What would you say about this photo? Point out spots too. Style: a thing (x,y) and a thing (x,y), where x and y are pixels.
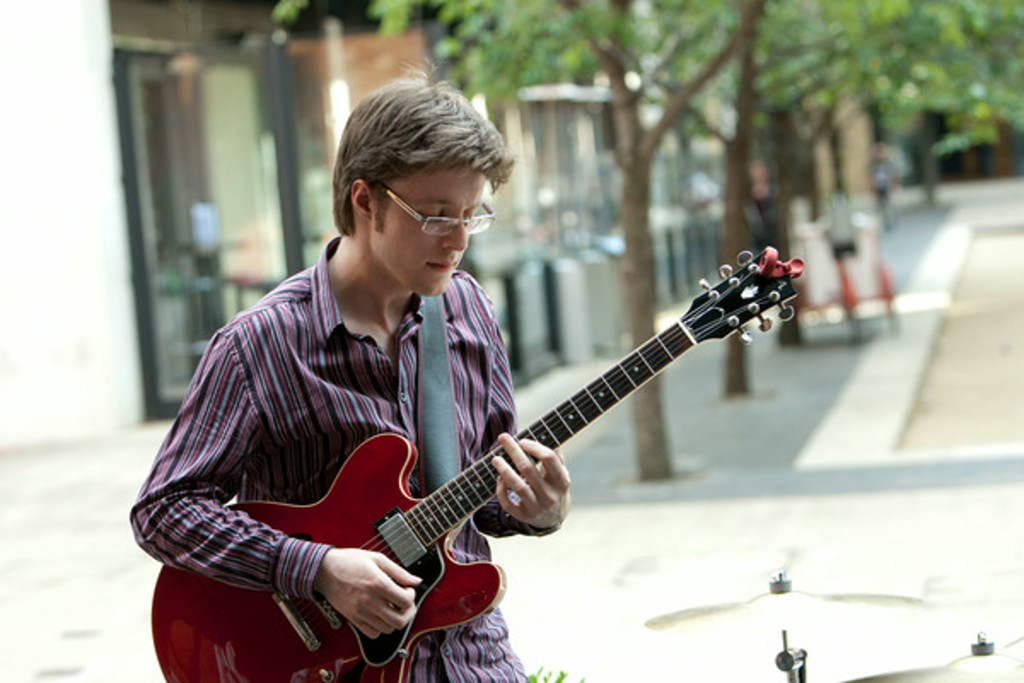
In this picture we have a man (502,378) who is having a spectacles (433,218) and brown hair (456,134) is holding a guitar (700,298) and playing it and also we have some trees (697,104) on the foot path (695,415).
